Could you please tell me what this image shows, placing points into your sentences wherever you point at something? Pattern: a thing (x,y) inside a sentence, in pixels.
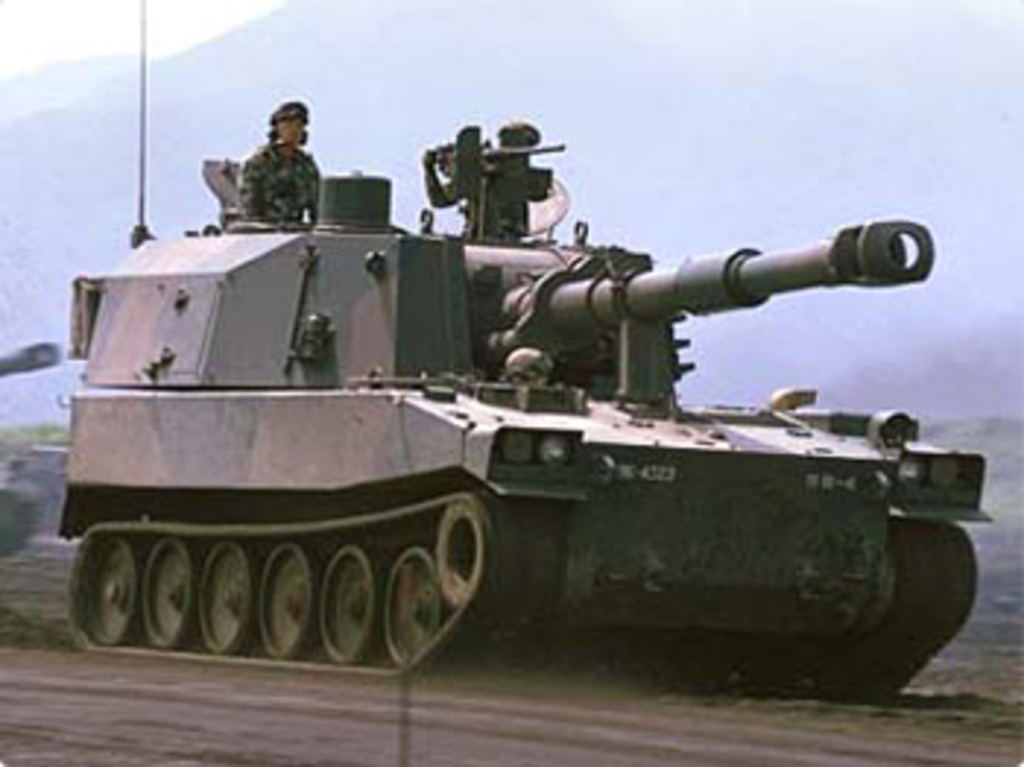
In this picture there are two people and we can see tank (128,267). In the background of the image (654,89) it is not clear.
